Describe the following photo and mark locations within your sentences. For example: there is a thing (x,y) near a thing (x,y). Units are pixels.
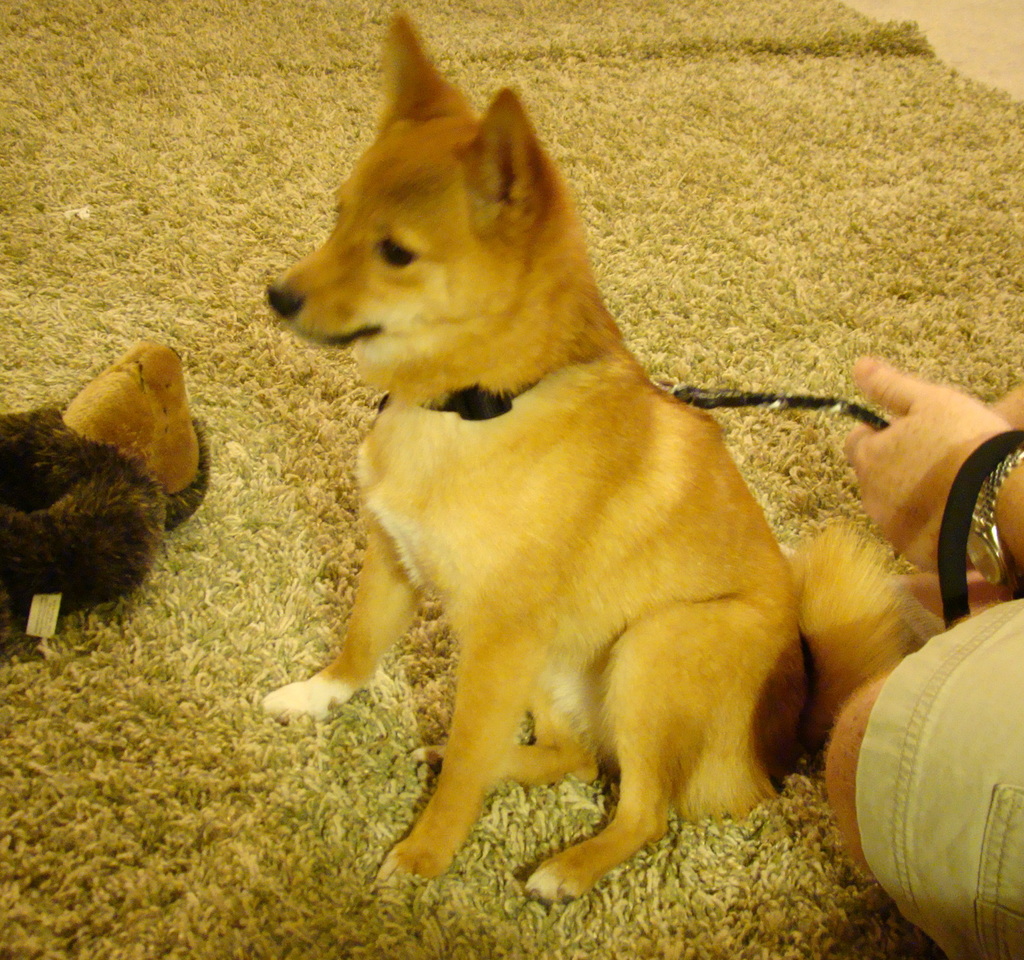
There is a dog (527,586) sitting on a mat (248,659). On the left side (122,462) there is a toy (80,463). The dog (504,457) is hold by a person (985,593) wearing watch (990,552) with a belt (724,394).
